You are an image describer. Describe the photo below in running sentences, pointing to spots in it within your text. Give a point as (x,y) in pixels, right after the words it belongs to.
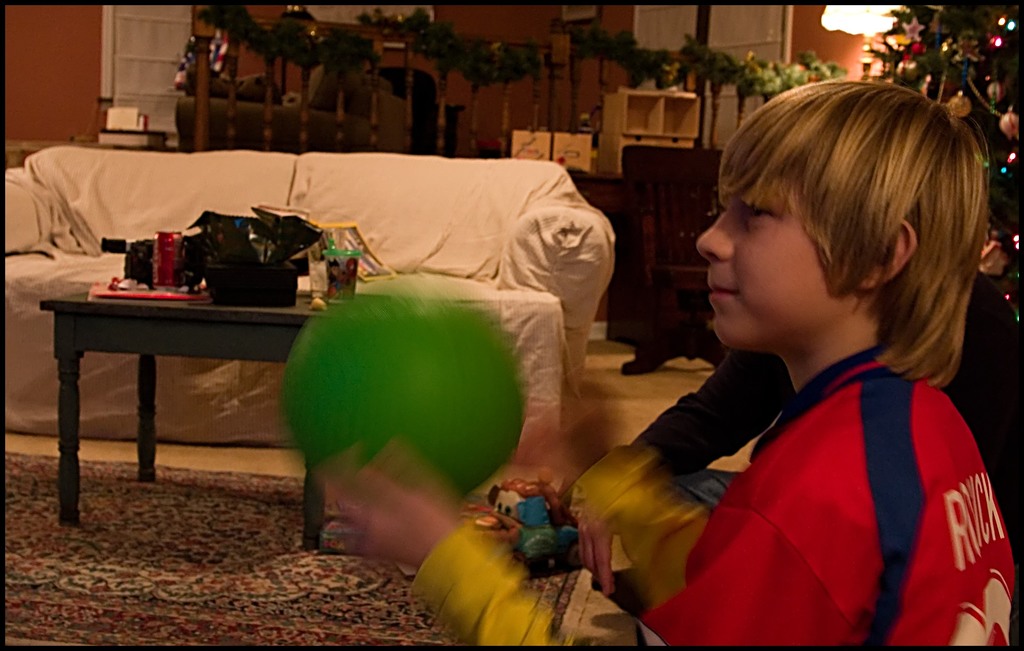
in this picture, In the right side (941,537) there is a boy (941,392) who is holding a ball (457,454) which is in green color, In the middle (540,290) there is a table (192,324) which is in gray color and there is a sofa (110,377) which is in white color and in the background (474,21) there is a wall (510,28) which is in orange color and there is a door (745,41) of white color.
